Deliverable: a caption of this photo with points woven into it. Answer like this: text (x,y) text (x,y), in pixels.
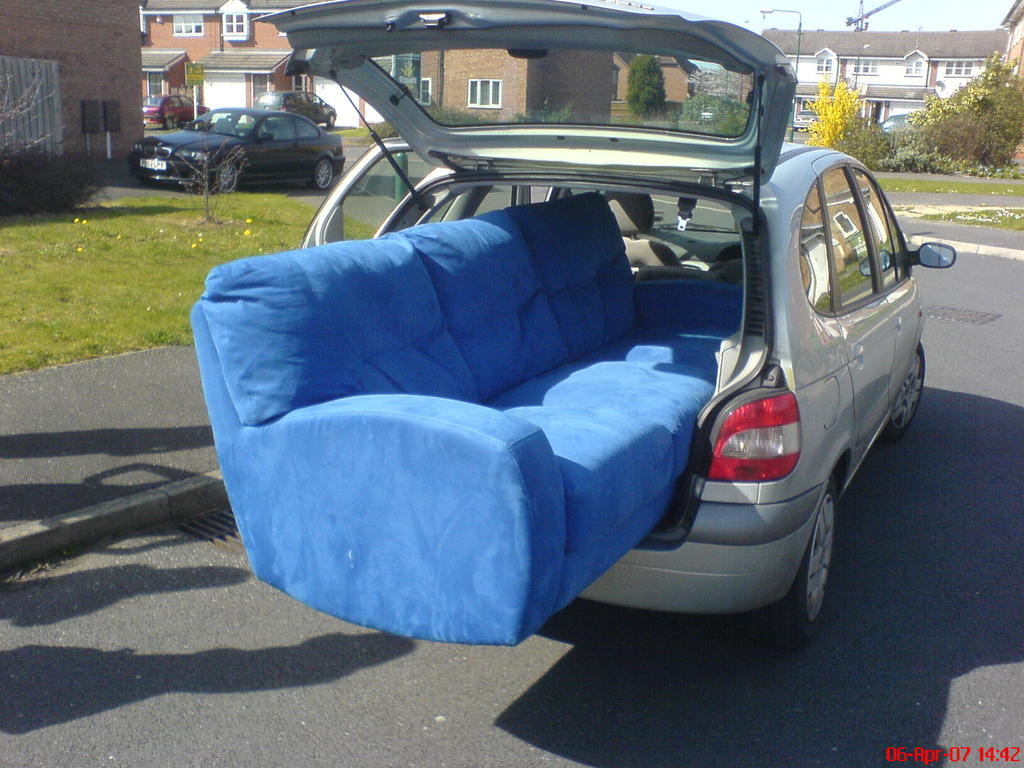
In this image there is a couch (555,370) inserted into the car (633,255) in the road (475,751), and the back ground (141,287) there is another car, grass (123,216), plant (978,104), building (99,20), tree (993,102), sky (951,19).
